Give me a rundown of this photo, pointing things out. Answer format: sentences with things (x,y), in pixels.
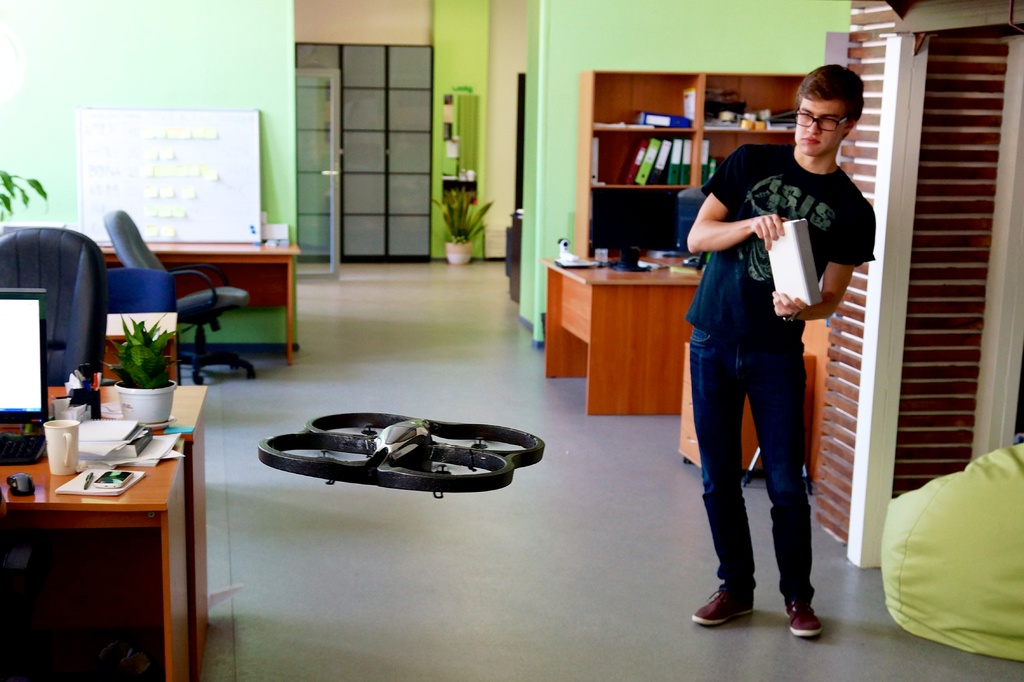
In this image there is a person (746,345) standing at the left side of the image (1,325) there is a system (2,309) and at the background of the image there are books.
